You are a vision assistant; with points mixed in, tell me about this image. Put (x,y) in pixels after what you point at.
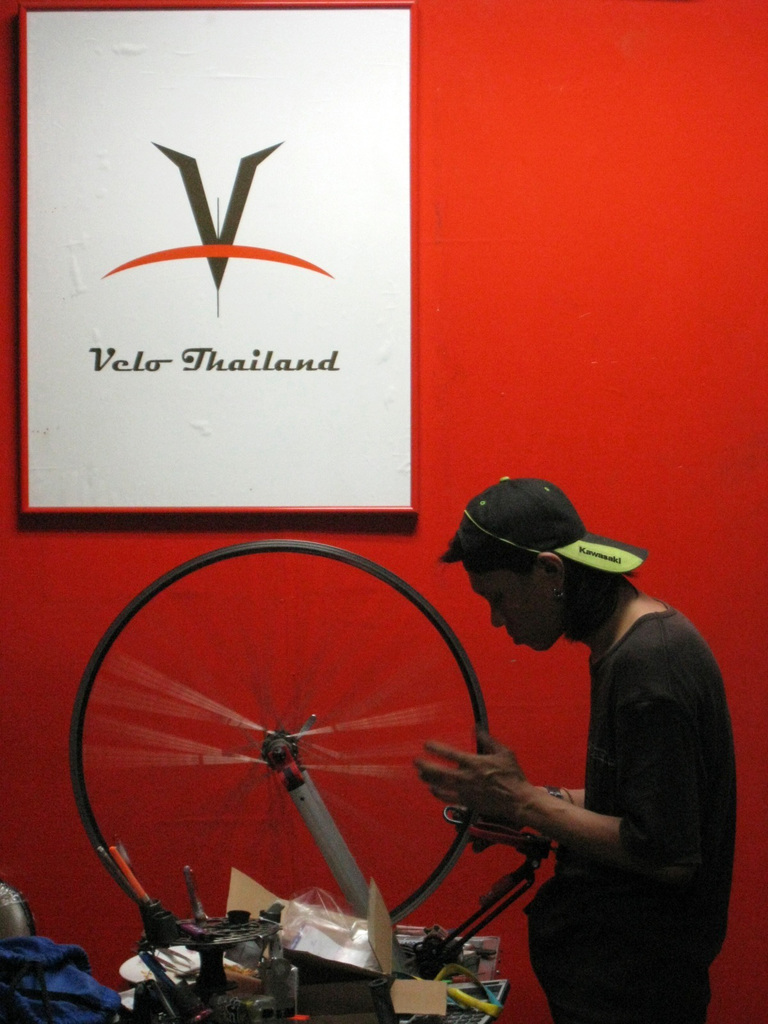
In this image I can see a man (634,609), I can see he is wearing black colour dress (634,693) and black colour cap (485,530). I can also see white colour board (36,481), red colour wall (498,390), a wheel (274,596) and on this board (175,227) I can see something is written. I can also see few other stuffs (337,980) over here.
